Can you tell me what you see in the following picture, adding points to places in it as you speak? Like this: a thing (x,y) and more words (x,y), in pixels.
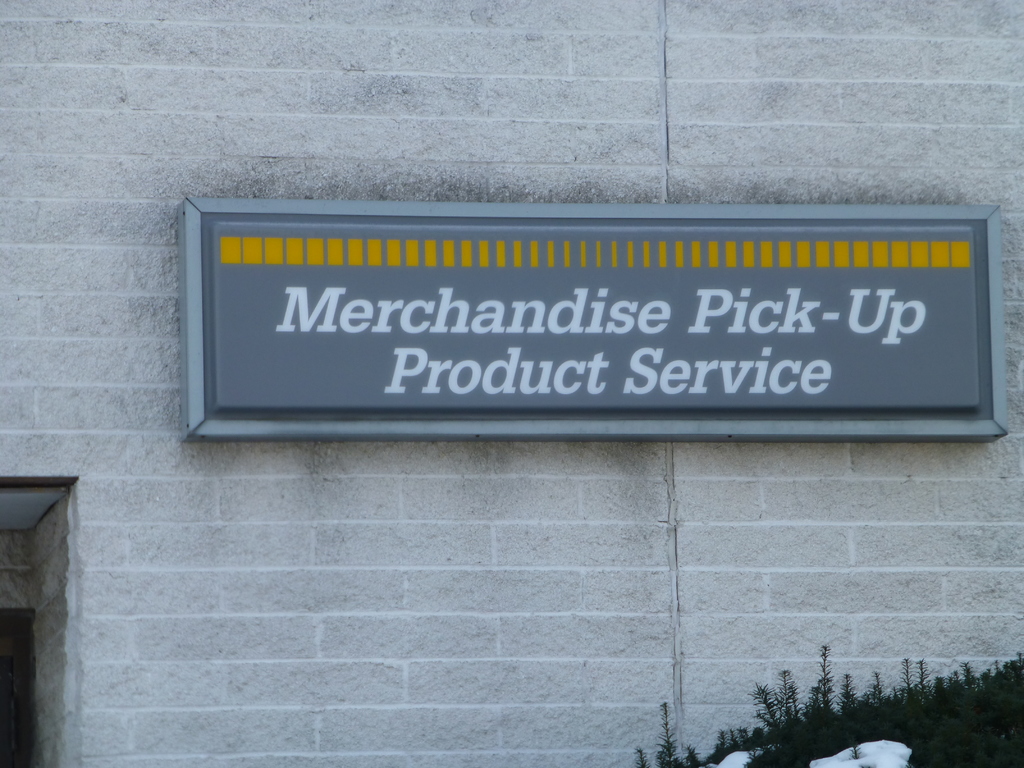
In this picture we can see a name board (534,222) on the wall (312,161), and we can find few plants (877,701).
